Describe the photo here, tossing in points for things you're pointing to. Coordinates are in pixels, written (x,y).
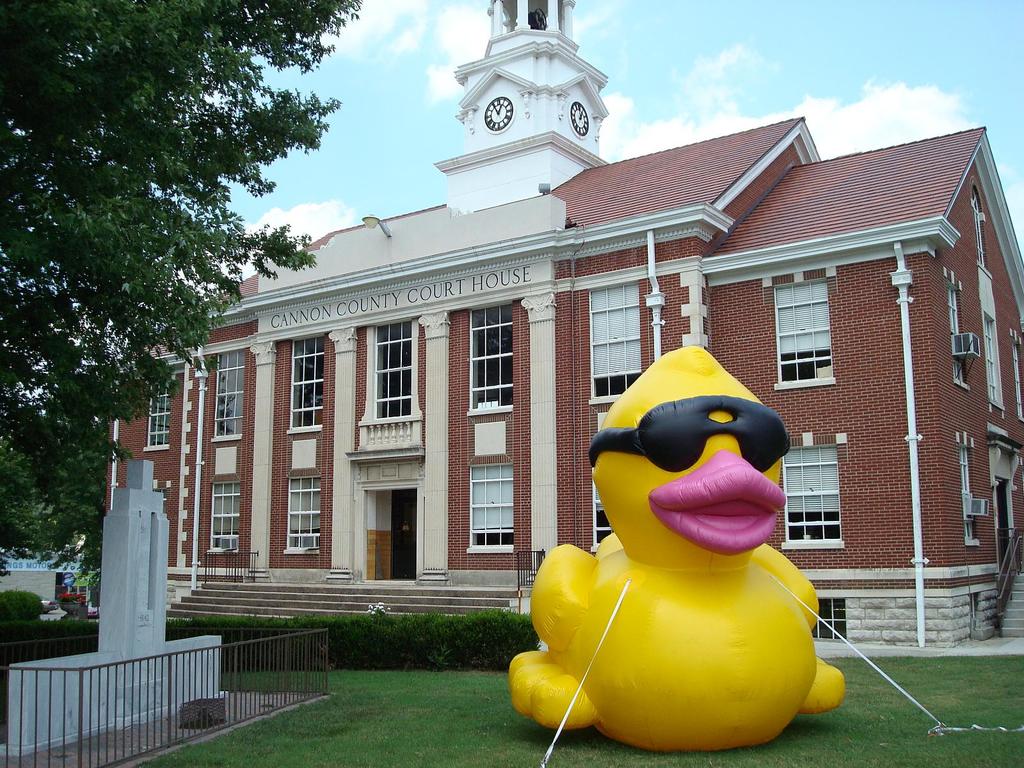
In this image we can see the clock tower (500,124) and the building (458,388). On the right (770,611), we can see a yellow colored toy (587,569). On the left (131,590), we can see a white stone (123,601), and the trees (298,118). We can see the grass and clouds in the sky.
